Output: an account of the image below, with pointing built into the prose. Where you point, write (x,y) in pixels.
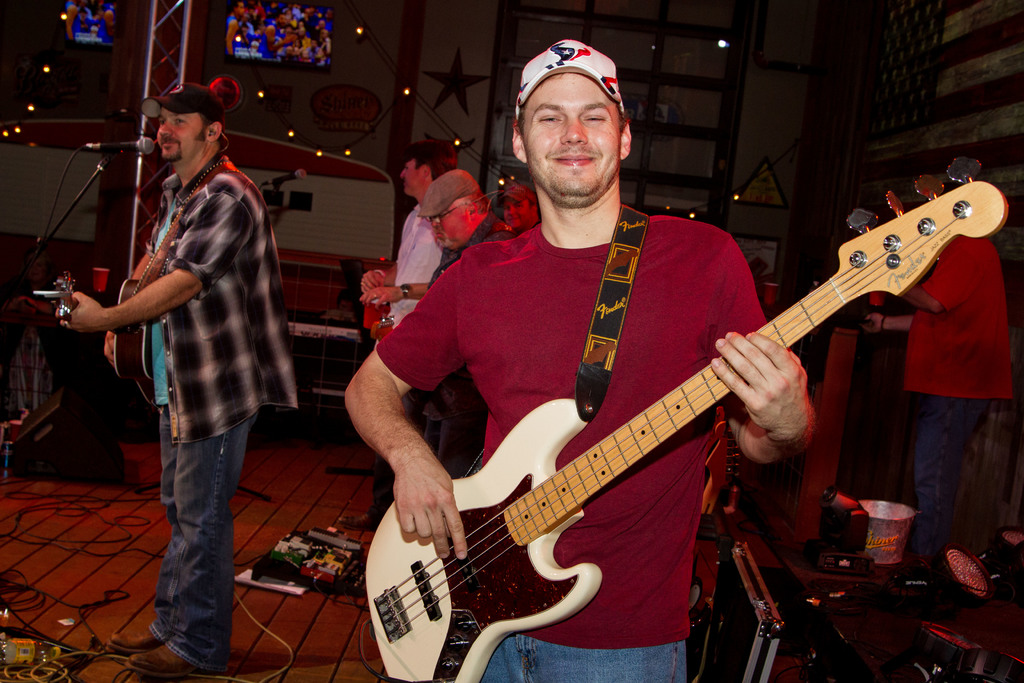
In this image, we can see people (546,366) and some are wearing caps (200,112) and there are people (405,296) wearing guitars (510,448) and holding some objects (530,457). In the background (19,178), there are lights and we can see boards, musical instruments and some other objects (728,601).
